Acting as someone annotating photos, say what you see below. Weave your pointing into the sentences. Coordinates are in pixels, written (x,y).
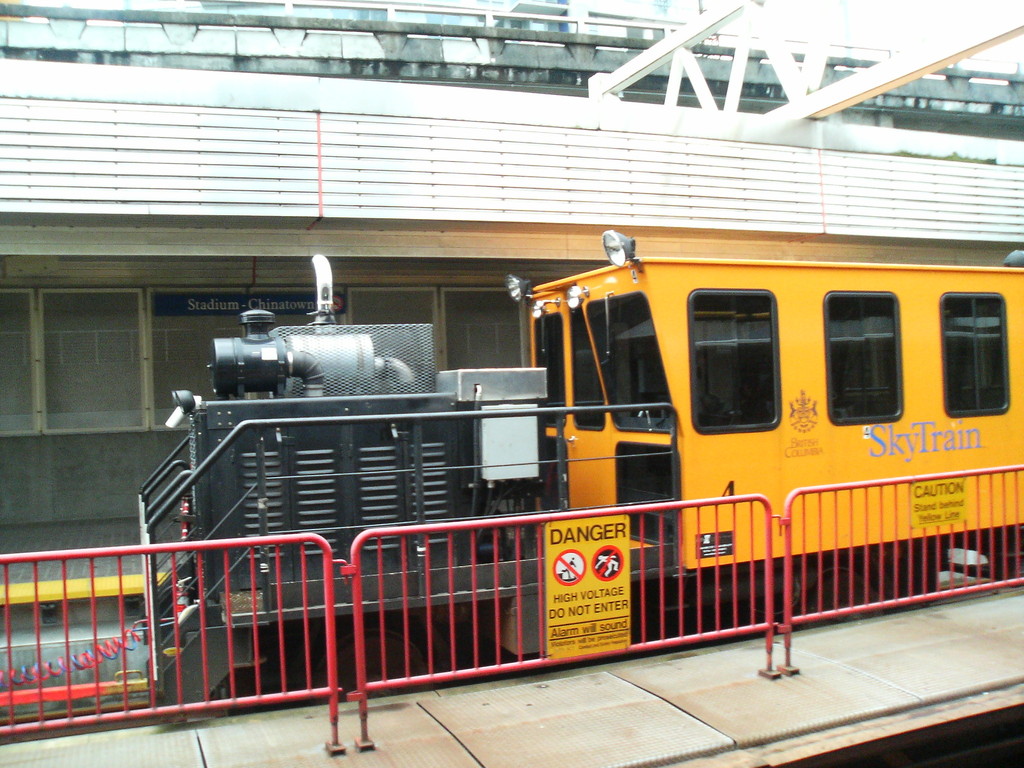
In this picture we can see a train (426,521) on the tracks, beside to the train (648,628) we can find sign boards (547,576) on the fence (519,578).
